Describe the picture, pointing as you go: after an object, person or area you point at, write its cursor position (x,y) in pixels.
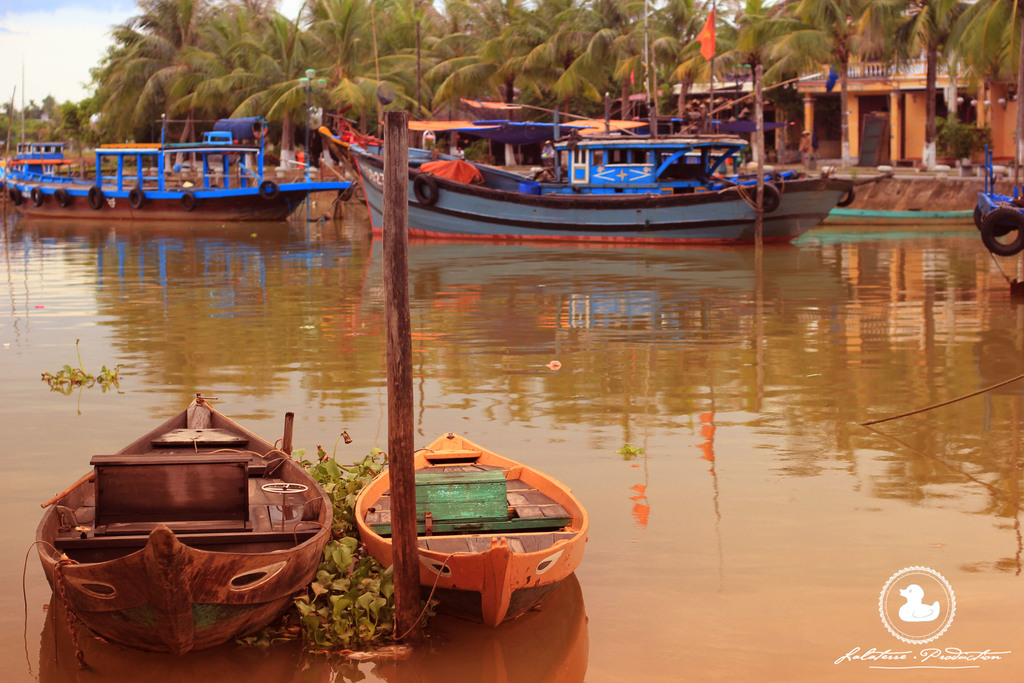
In this image, on the left side (262,605), we can see two ships (127,519) which are floating in the water (618,657), we can also see a wooden pole (392,461) and some plants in the water (427,681). On the right side (991,161), we can see a ship (1002,195), building (1014,137), trees (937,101). In the background (580,230), we can also see some ships (600,232) which are floating on the water (654,260), building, trees (625,73). At the top (74,71), we can see a sky (70,90), at the bottom (680,577), we can see water (538,334) in a lake (767,319) and some plants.
